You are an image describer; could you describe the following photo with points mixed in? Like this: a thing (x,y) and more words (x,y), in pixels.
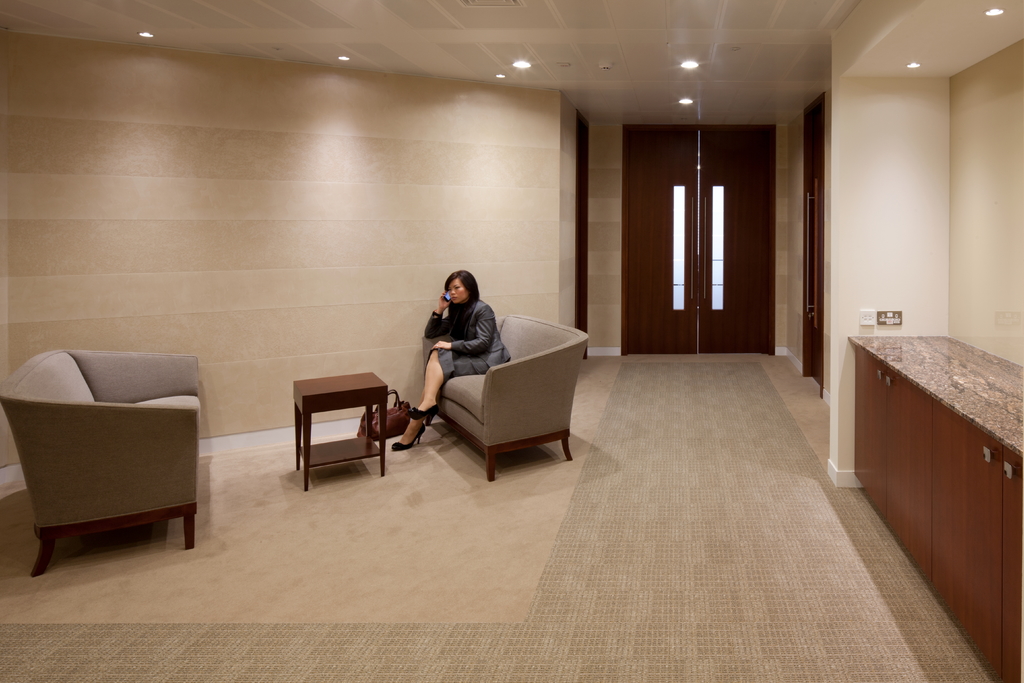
Here we can see a clean room (595,338). This is a door (746,268). This is ceiling (557,34) and lights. We can see desk (971,457) here. This is floor carpet (534,582). We can see chairs (181,420), tables (350,446). We can see one woman (428,365) sitting on a chair (515,380) and she is on a call. Here we can see a brown colour handbag (403,406) near to the chair (446,415).
